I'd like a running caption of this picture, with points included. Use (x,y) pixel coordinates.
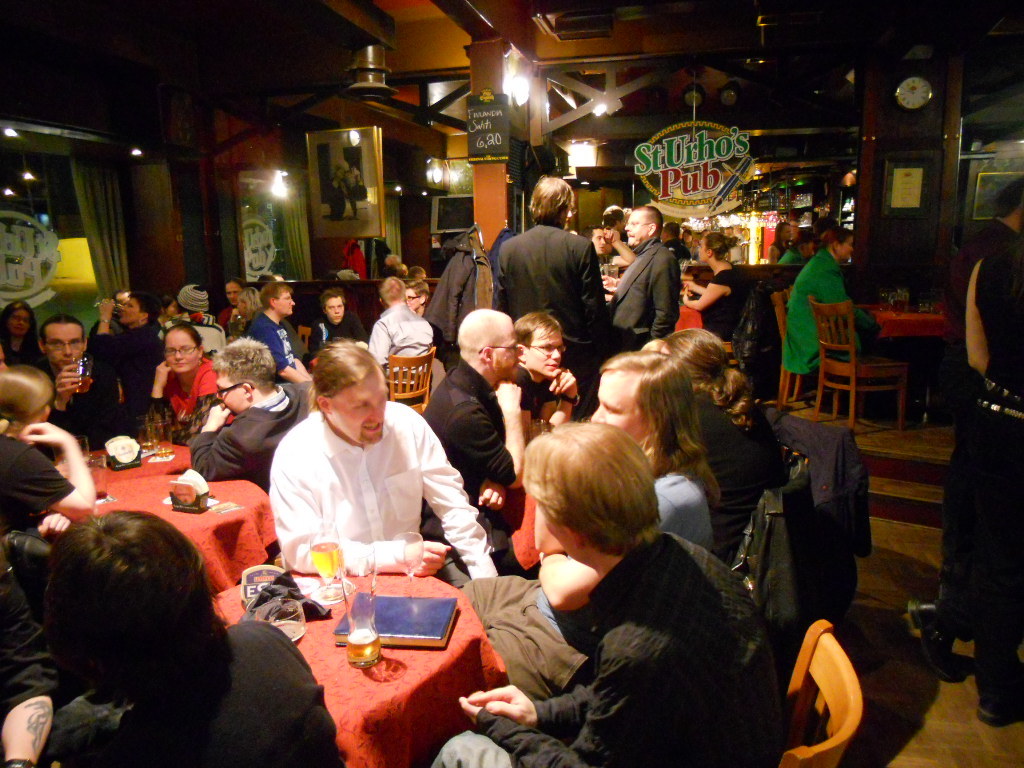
It is a pub (670,189) and the name of the pub (638,151) is "st. urho's pub " lot of people (324,446) are sitting and talking to each other there are few tables (462,718) in between them and there are also alcohol glasses (323,553) and book (398,634) on the tables (344,576), in the background (471,148) there are lights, board (481,139), a clock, ceilings (584,50), photographs (360,195) to the wall (880,116).
